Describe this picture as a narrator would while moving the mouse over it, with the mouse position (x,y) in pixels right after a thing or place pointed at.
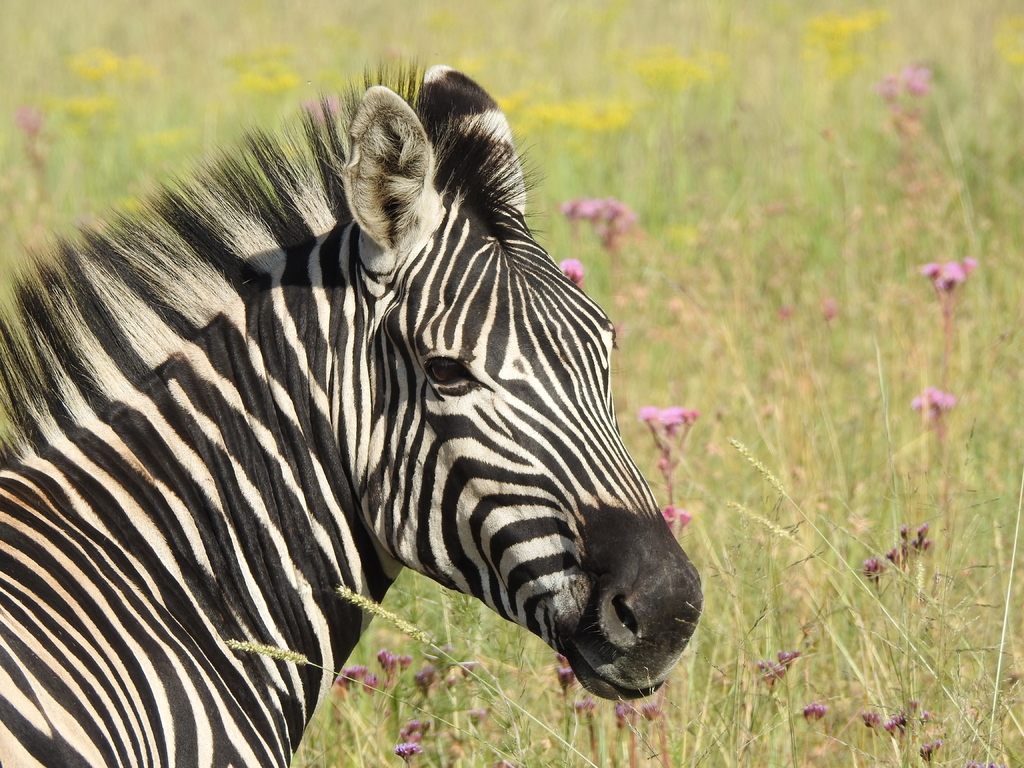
On the left side of the image (186,469) we can see a zebra (162,560). In the background of the image (690,47) we can see some plants (664,401) and flowers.
